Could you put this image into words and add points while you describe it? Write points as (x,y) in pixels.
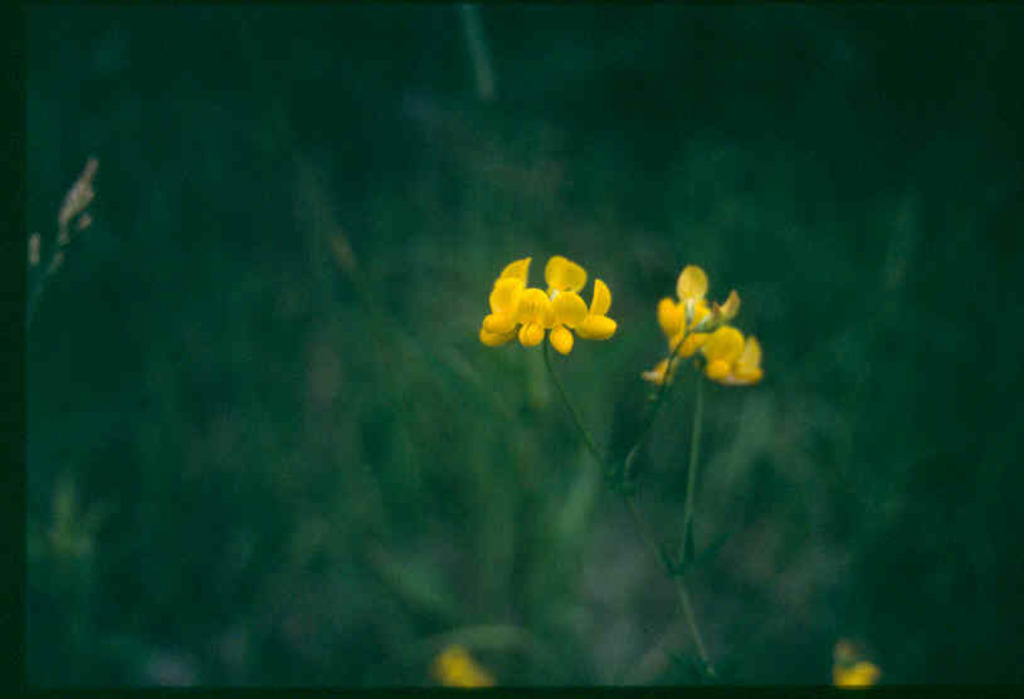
In the picture we can see a plant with yellow colored flowers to it and in the background (810,466), we can see the plants (428,162) which are not clearly visible.
